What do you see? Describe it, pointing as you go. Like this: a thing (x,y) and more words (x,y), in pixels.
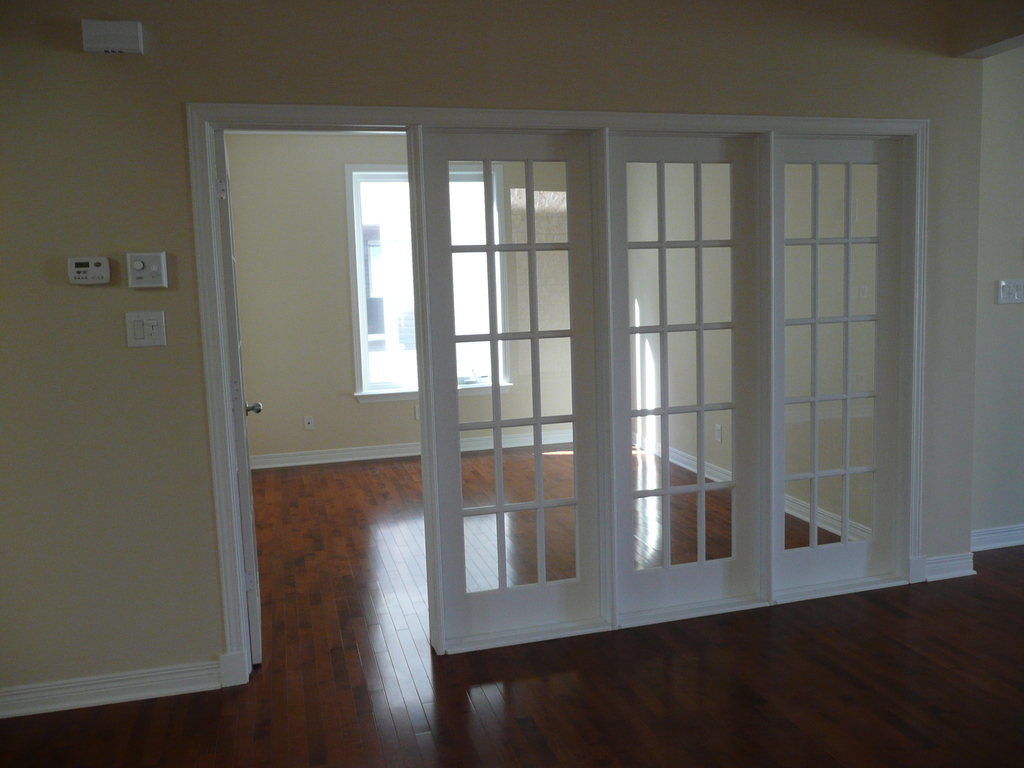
In this image we can see switch board (136,281), door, windows (412,307) and floor (504,660).
